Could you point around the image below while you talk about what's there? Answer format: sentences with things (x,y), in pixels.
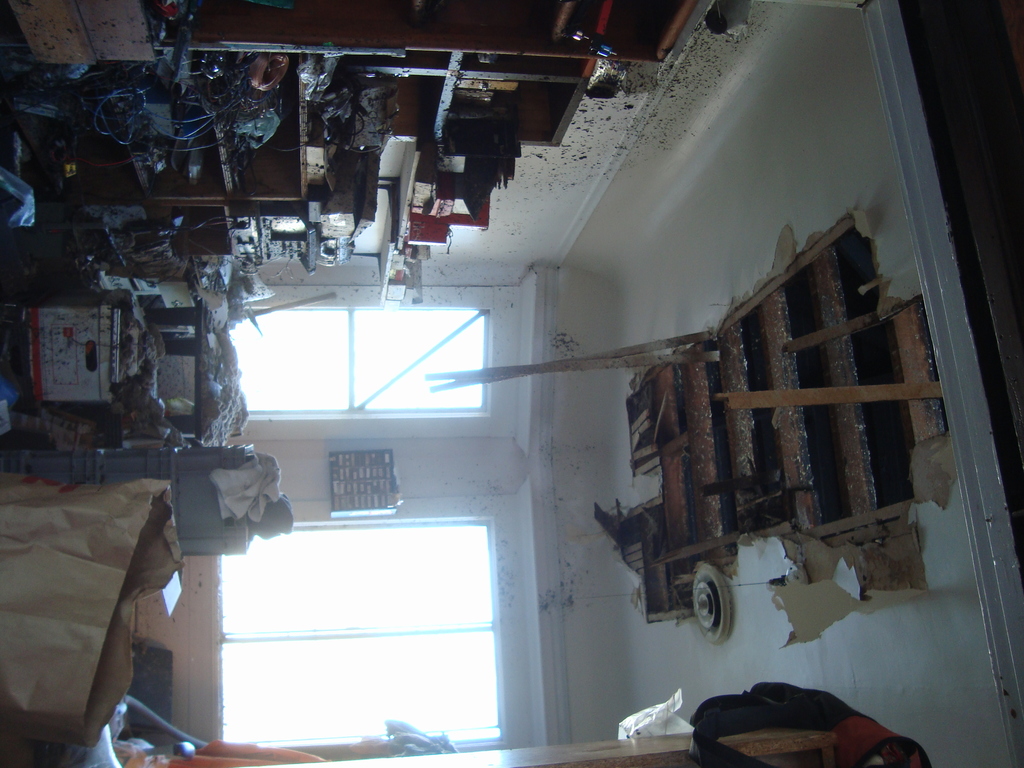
In the picture I can see some objects (78,625) are placed on the floor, we can see the cupboards (533,125), the damaged ceiling (753,497) and the glass windows (383,562) in the background (392,692).
